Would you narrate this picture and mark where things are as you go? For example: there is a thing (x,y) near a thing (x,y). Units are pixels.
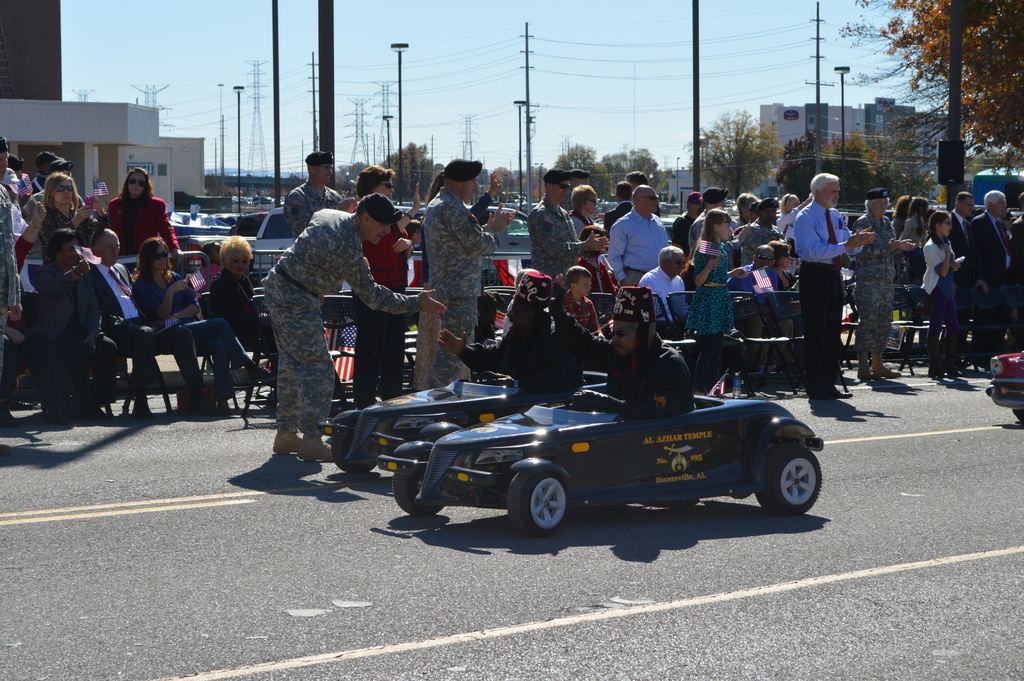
In this image there are group of persons (936,284) present on the track (792,404) and there are two persons (631,328) who are driving cars (543,442) and at the top of the image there are current poles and at the right side of the image (917,97) there is a tree (981,18) and at the left side of the image (102,122) there is a building (118,130).
